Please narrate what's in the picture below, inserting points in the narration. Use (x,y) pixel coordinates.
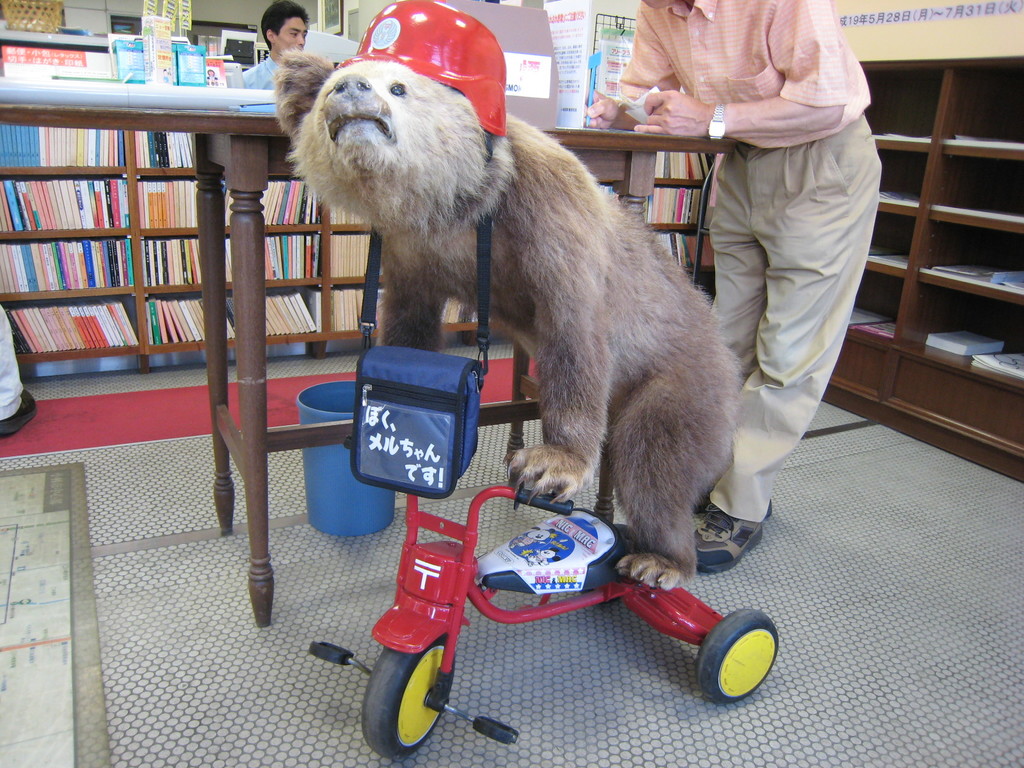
In the picture we can see a table (16,107) near to it, we can see a man (750,346) standing and holding some papers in the hands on the table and beside him we can see a bear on the toy cycle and in the background (105,284) we can see the racks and books (89,278) in it and a person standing near it.
